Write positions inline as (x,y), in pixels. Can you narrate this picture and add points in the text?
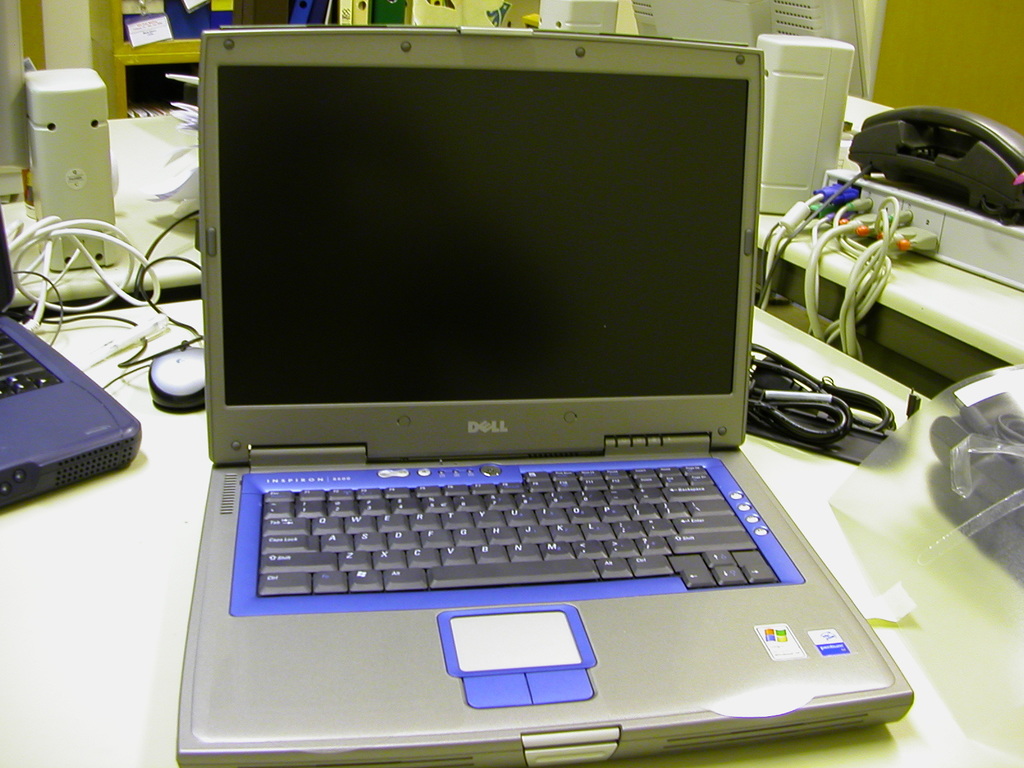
In the image I can see a table (132,212) on which there are some laptops (273,273), wires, telephone (1000,179) and some other things (577,1).
